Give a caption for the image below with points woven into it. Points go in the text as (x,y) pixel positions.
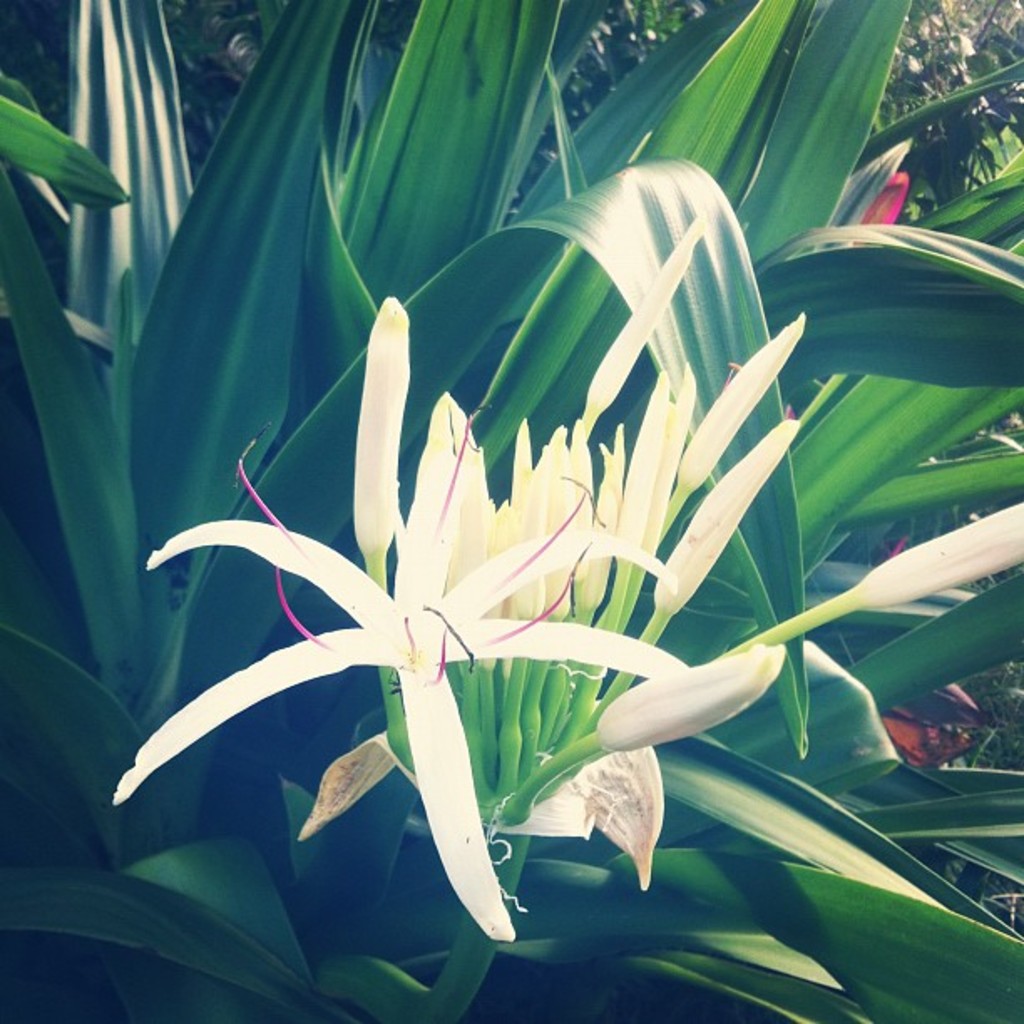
In this image there are white flowers (474,539) and leaves (533,382).
